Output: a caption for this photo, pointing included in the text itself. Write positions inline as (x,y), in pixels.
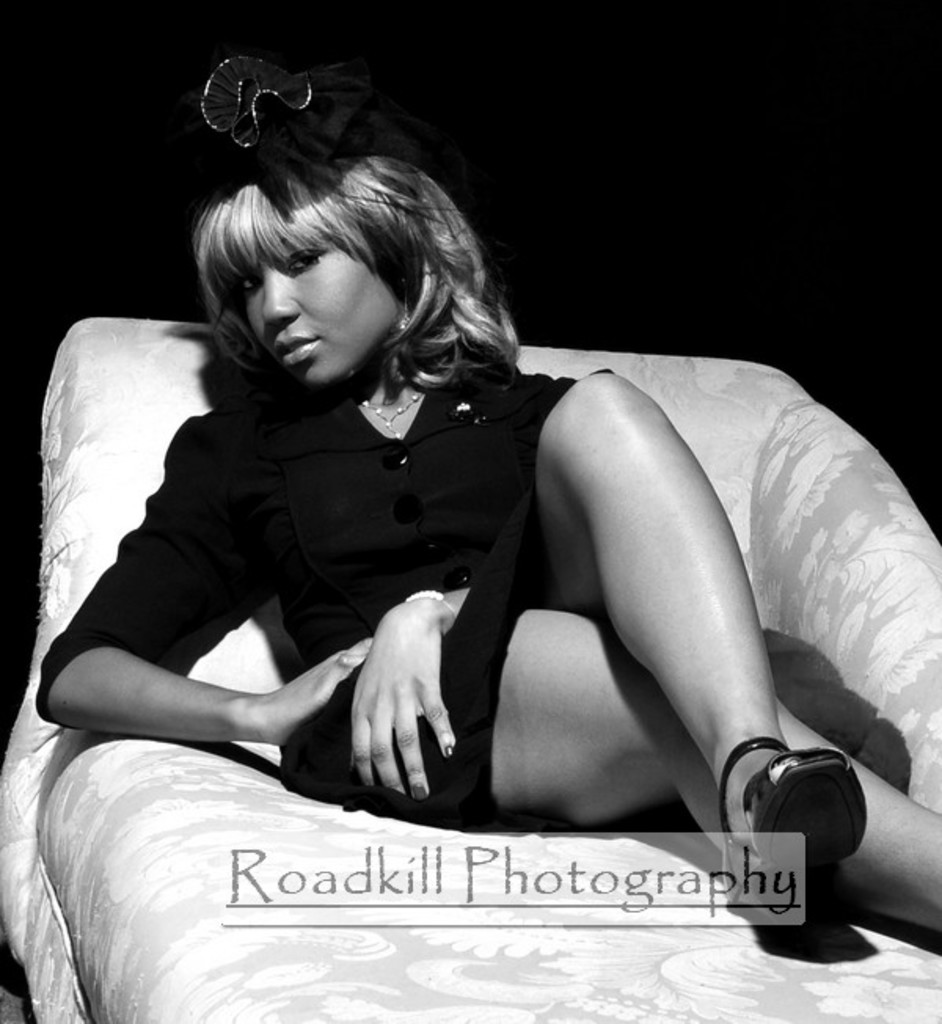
In this image I can see the black and white picture in which I can see the couch (183,924) which is white and ash in color and a woman (390,589) wearing black color dress (401,589) is laying on the couch (232,968). I can see the black colored background (897,226).
